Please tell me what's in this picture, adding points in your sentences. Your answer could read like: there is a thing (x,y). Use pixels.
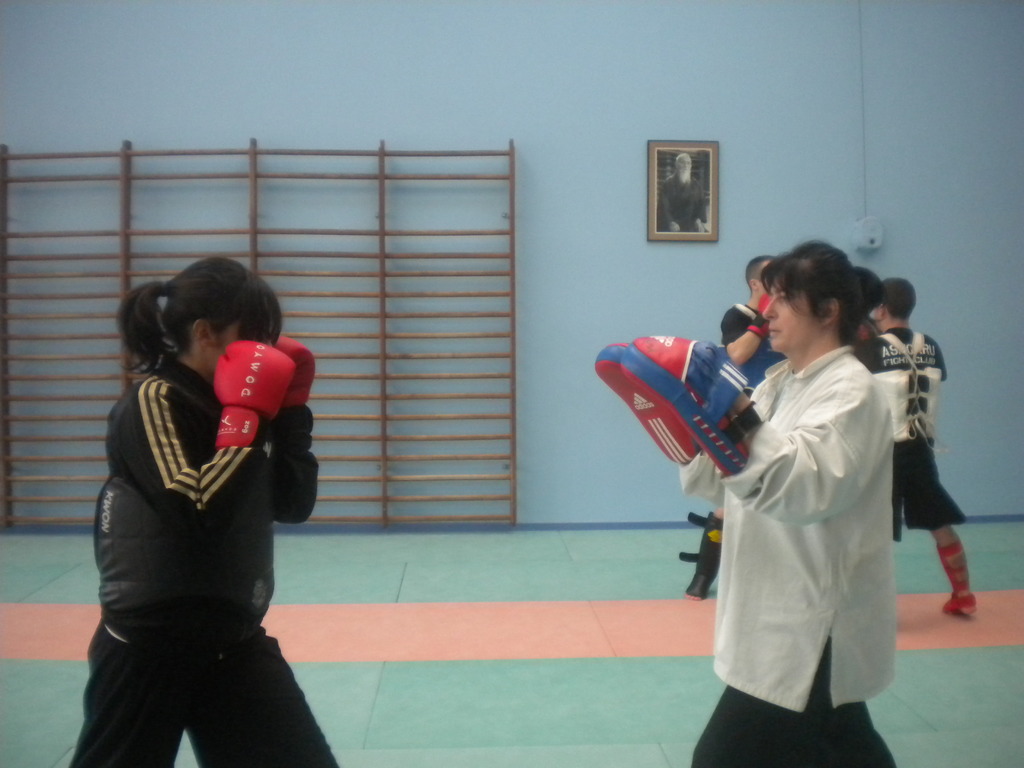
In this image, we can see two women (851,662) wearing gloves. In the background (512,478), we can see an object (512,478) and photo frame (709,206) on the wall (959,376). On the right side of the image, we can see people (902,504) on the floor (905,548).
